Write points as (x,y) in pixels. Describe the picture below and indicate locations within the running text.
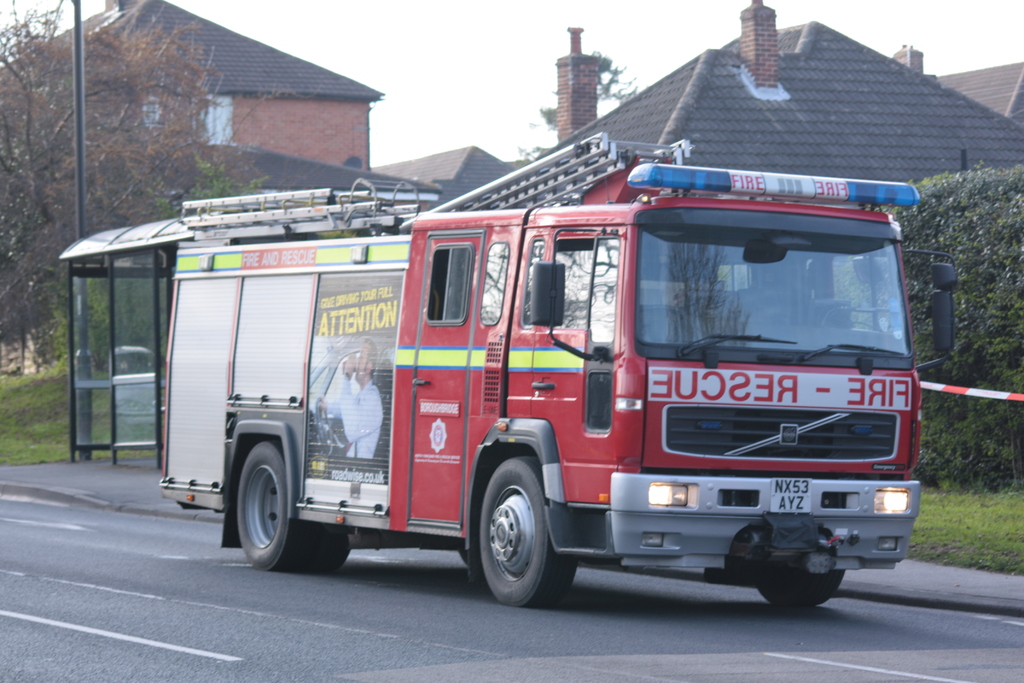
In this picture we can observe a red color vehicle (450,455) on the road (299,588). There is a siren (752,182) on the top of this vehicle (634,249). We can observe ladders (457,201) on the vehicle (371,245). In the background (220,157) there are trees (19,118) and houses (635,103). We can observe a sky (362,25).
